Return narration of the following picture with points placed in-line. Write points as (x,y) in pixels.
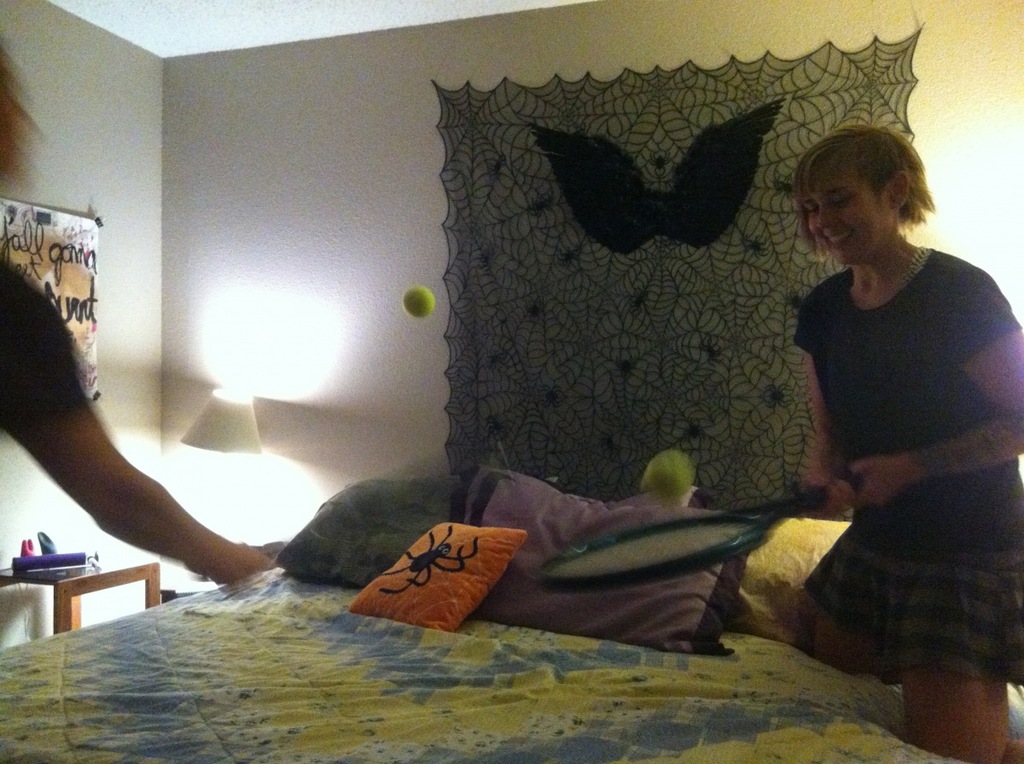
It is a closed room (246,474) two people (193,552) are there. One bed (574,646) is present and the pillows (455,579) on it, the people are playing with a ball (665,496) and racket (671,566) in their hand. One lamp (242,447) is attached to the wall (286,407) and a piece of cloth (892,74) is attached to the wall (931,96) and there is a table (74,592) on that some things (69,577) are present.
